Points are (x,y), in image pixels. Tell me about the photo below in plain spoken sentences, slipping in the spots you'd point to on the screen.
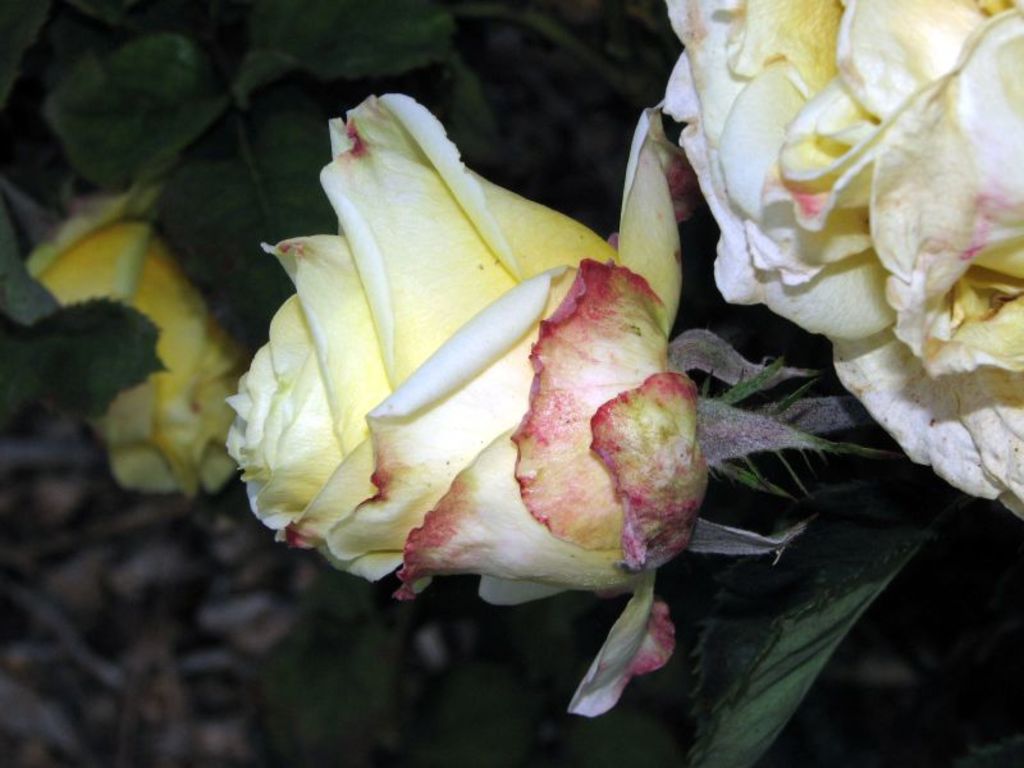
There are some flowers (650,425) with stem (860,422) and leaves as we can see in the middle of this image (589,283), and there are some other leaves (294,133) in the background (401,46).
